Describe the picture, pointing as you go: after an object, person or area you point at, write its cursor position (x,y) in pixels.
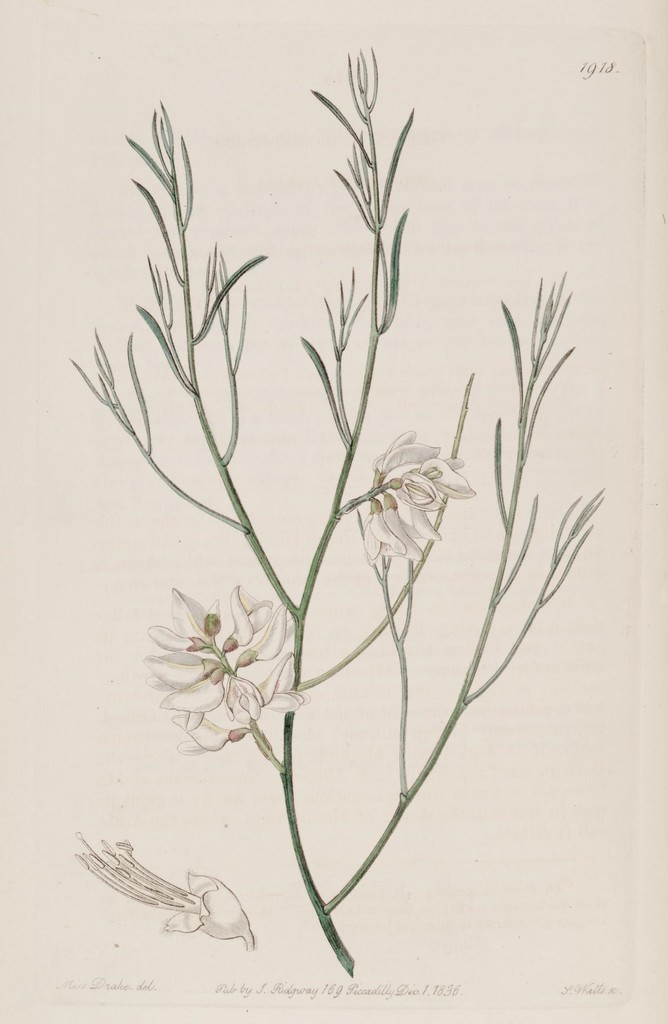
In this image there is an art (340,626). In the art (340,664) we can see that there is a stem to which there are flowers (249,652) and leaves (499,432).
